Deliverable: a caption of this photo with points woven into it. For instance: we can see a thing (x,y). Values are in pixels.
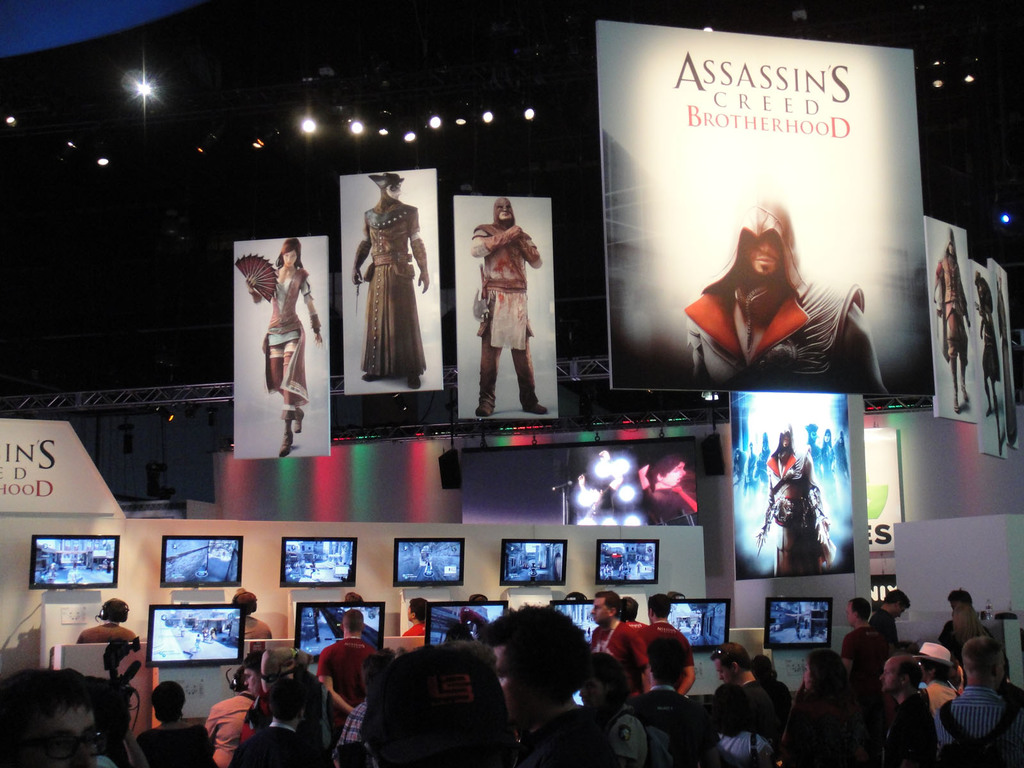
In this image there are a few people (441,751) standing and watching televisions (229,556) in front of them, at the top of the image (739,255) there are posters (457,305) and screens (557,493) with lights (411,136).
